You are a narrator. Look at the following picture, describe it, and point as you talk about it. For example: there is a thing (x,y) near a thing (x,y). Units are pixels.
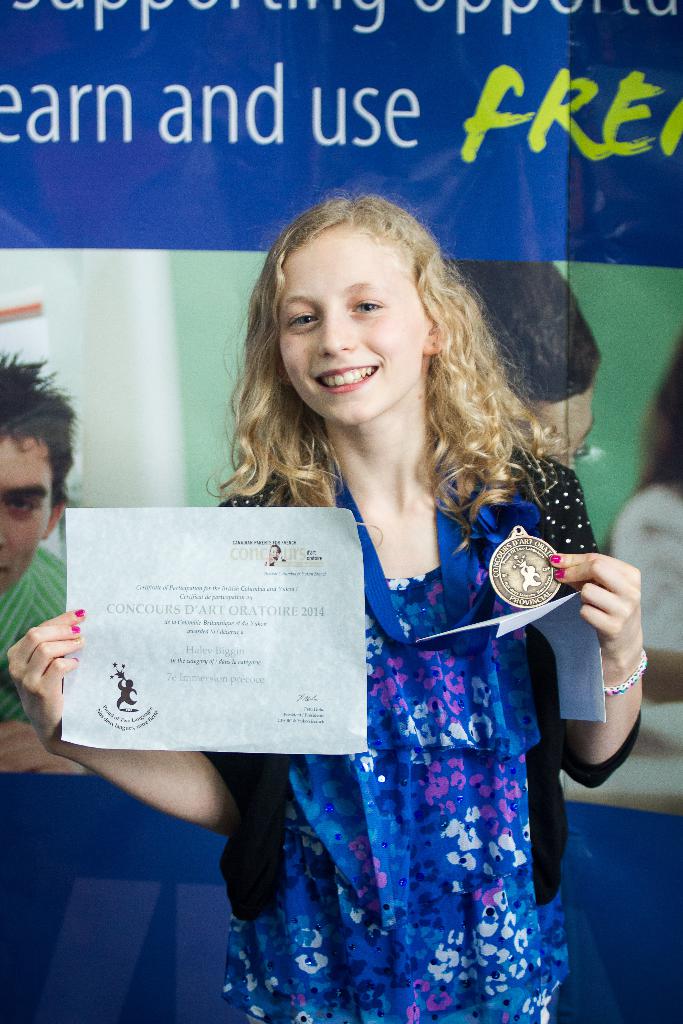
In this image I can see the person (614,625) with the blue, black and pink color dress (427,812). I can see the person (395,719) is holding the medal (401,634) and the certificate (177,664). In the background (191,348) I can see the banner (547,169).
